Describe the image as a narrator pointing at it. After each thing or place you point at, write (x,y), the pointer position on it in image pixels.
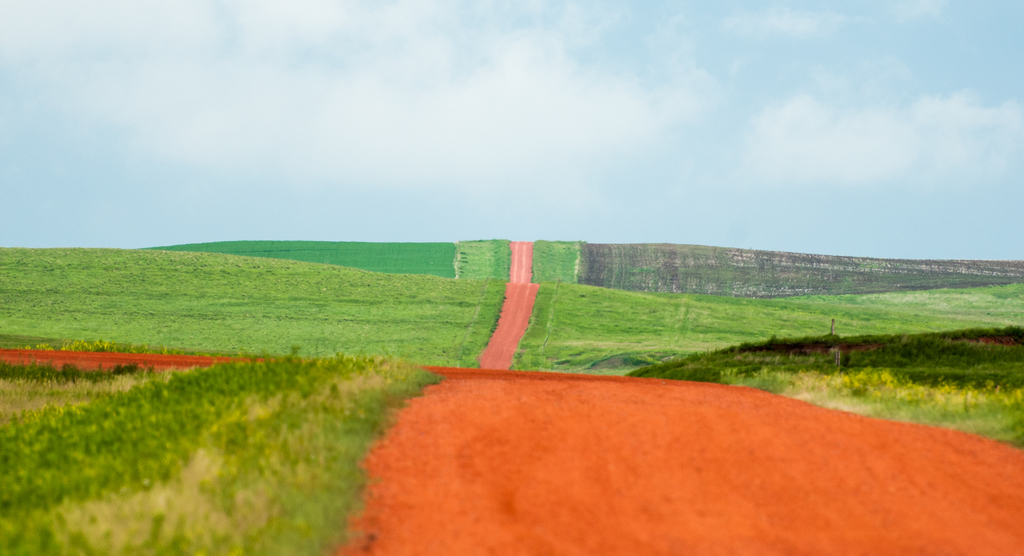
In this image I can see an open grass ground (580,344) and in the centre (519,293) I can see a path (519,306). In the background (420,155) I can see clouds (147,73) and the sky (557,67).
